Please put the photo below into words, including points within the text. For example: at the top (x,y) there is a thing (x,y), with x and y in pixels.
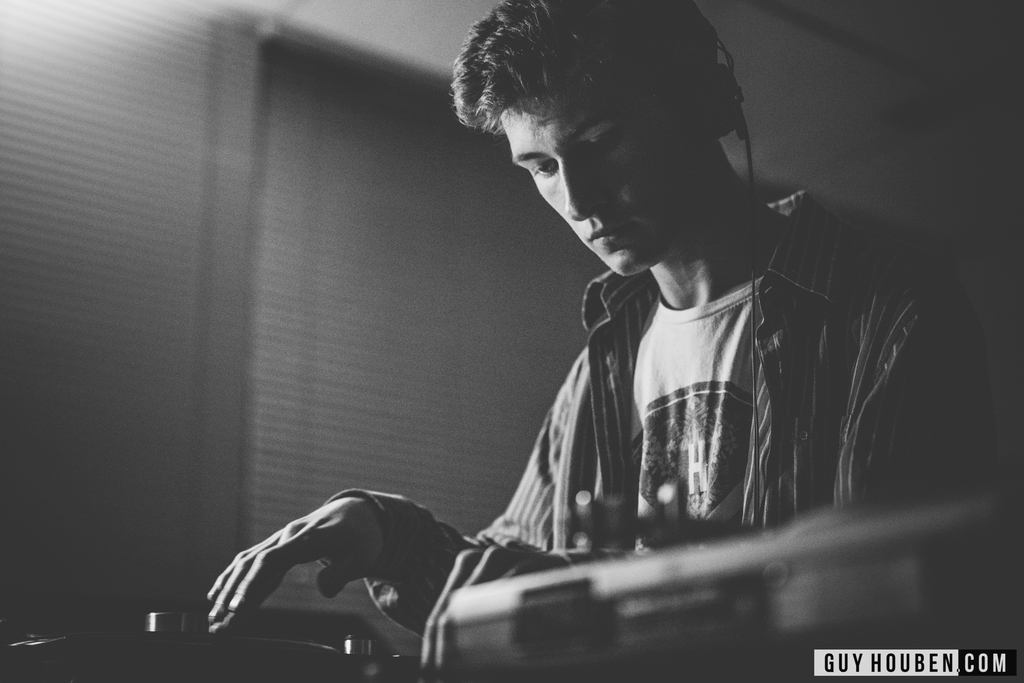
In this image we can see a man (762,512) standing. At the bottom (670,629) there is a table (453,641) and we can see things (605,607) placed on the table (547,625). In the background (328,403) there is a wall (287,233).
